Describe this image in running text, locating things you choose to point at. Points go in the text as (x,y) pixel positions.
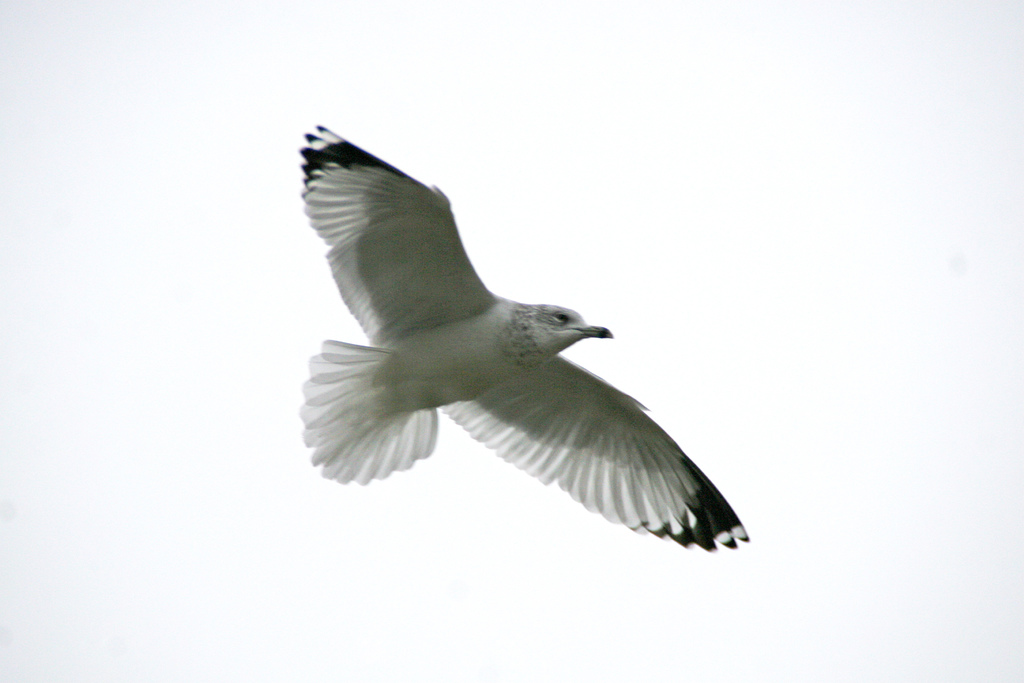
In this image a bird (320,415) is flying in air (841,298). Behind the bird (625,411) there is sky (589,580).
